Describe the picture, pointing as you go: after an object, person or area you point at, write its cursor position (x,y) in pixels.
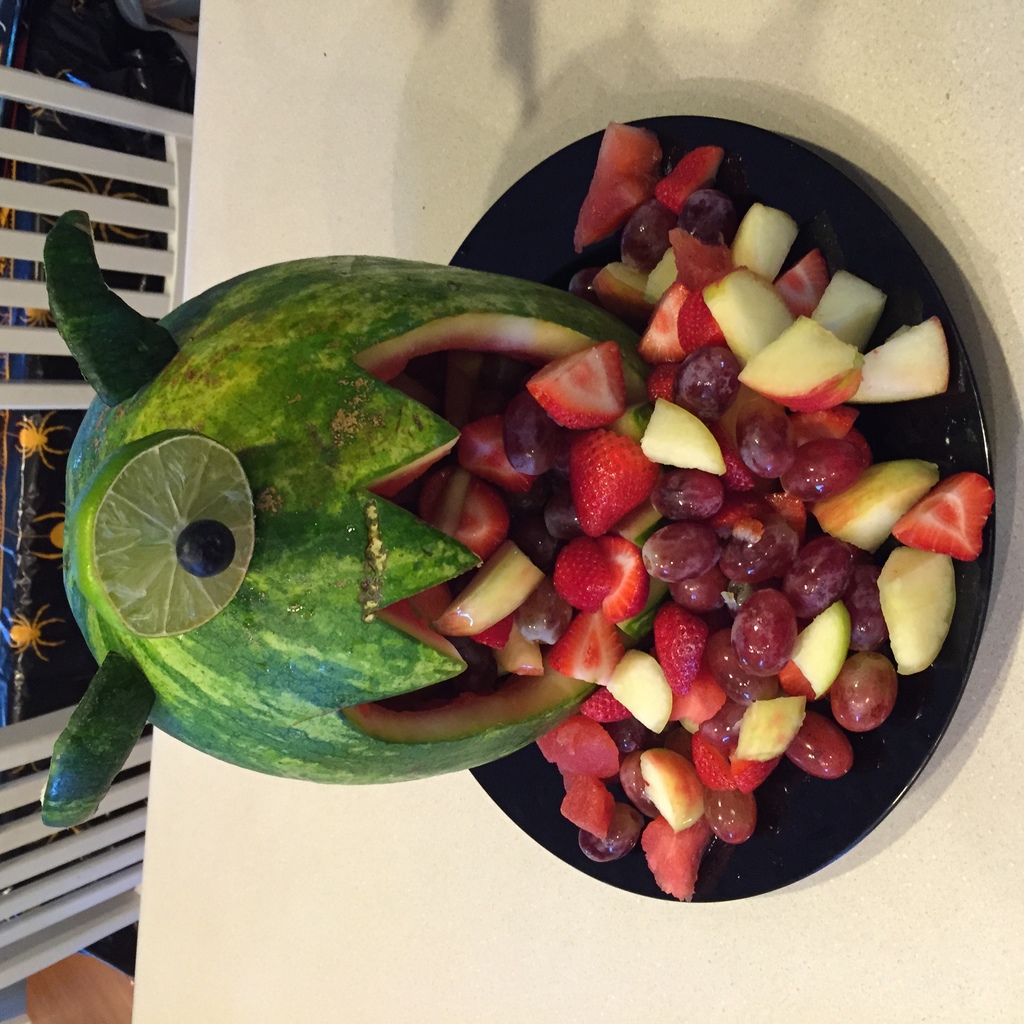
In this picture there are fruits (707,357) in the center of the image (515,493), which contains, strawberries (699,740), apples (769,309), and other fruits (379,288).
